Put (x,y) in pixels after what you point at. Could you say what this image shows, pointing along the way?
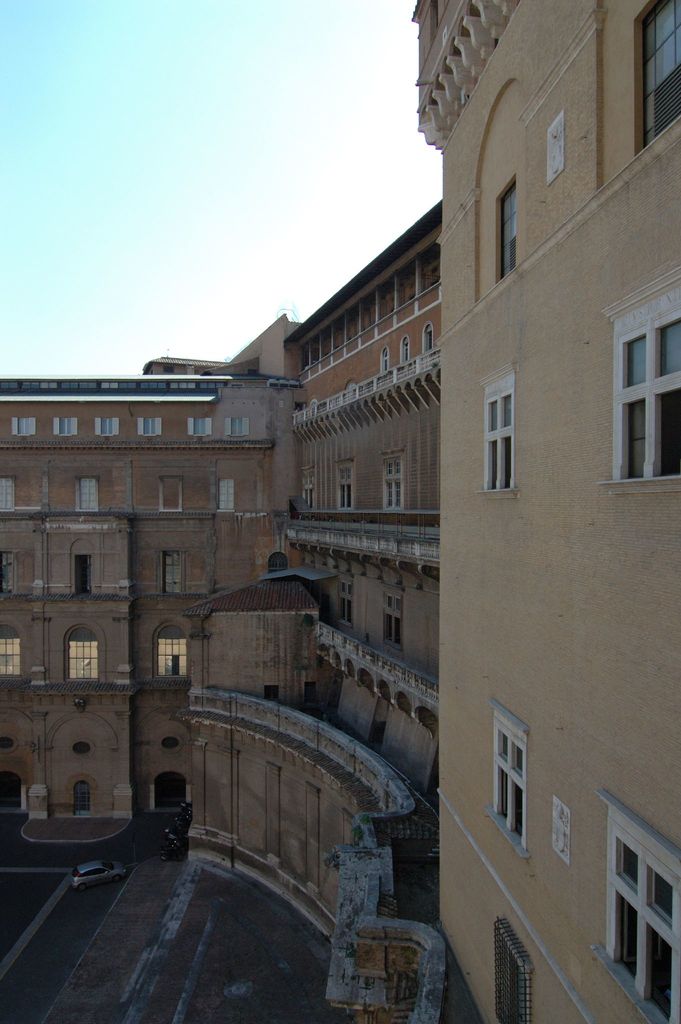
This image consists of a building (391,650) along with windows (610,807). At the bottom (151,991), there is a road (165,964). And we can see a car (78,875) on the road (32,873). At the top (144,153), there is sky (211,139).
